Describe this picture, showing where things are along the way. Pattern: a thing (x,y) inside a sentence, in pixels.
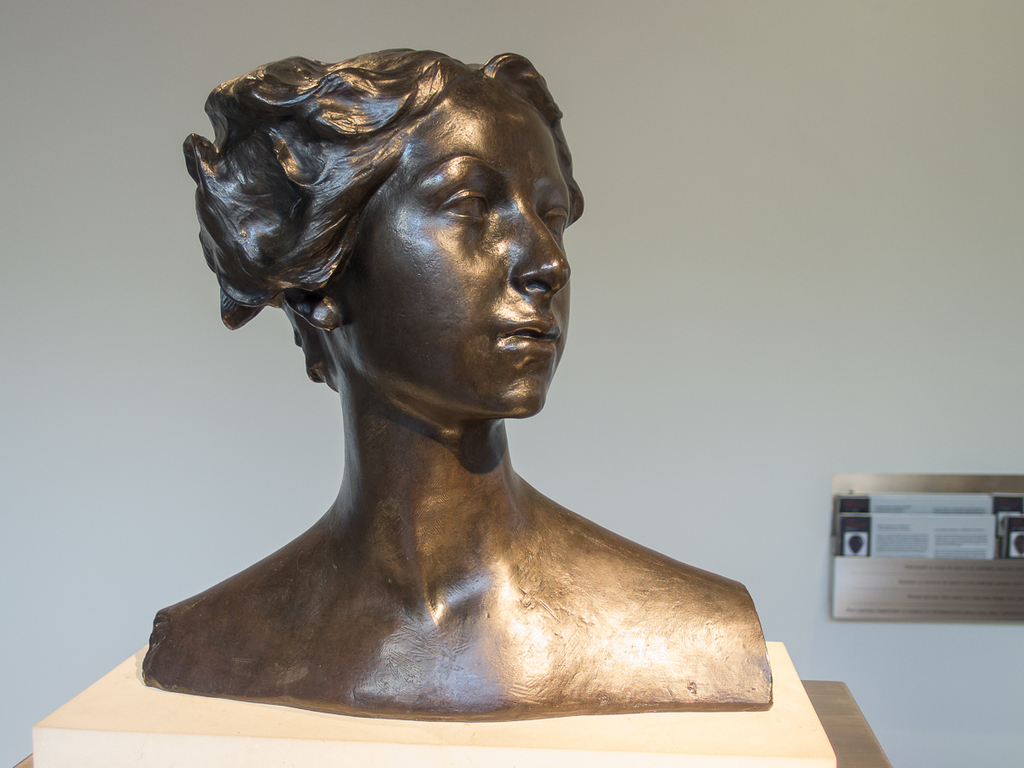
In this image in front (386,575) there is a statue (423,509) on the wooden table (851,727). Behind the statue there is a holder (967,583) attached to the wall (815,209).
